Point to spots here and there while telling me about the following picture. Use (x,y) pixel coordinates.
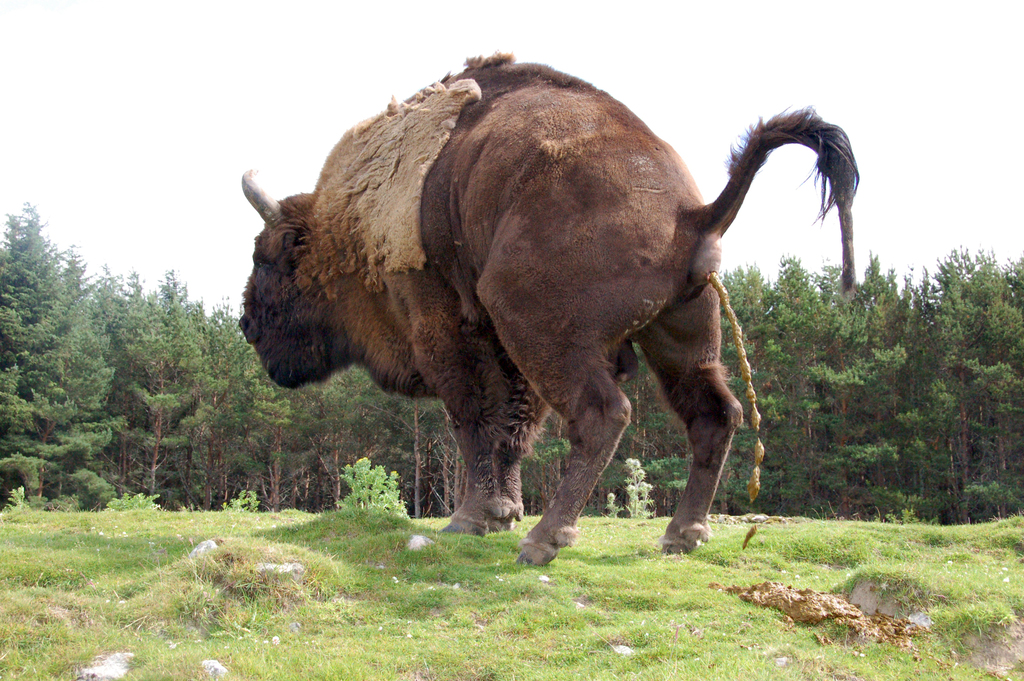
At the top of the picture (254,67) we can see a sky (228,48). These are the trees (229,432). Here we can see an animal (700,261) lifting tail (713,210). This is grass (459,594) in green colour. These are the plants (383,486).
